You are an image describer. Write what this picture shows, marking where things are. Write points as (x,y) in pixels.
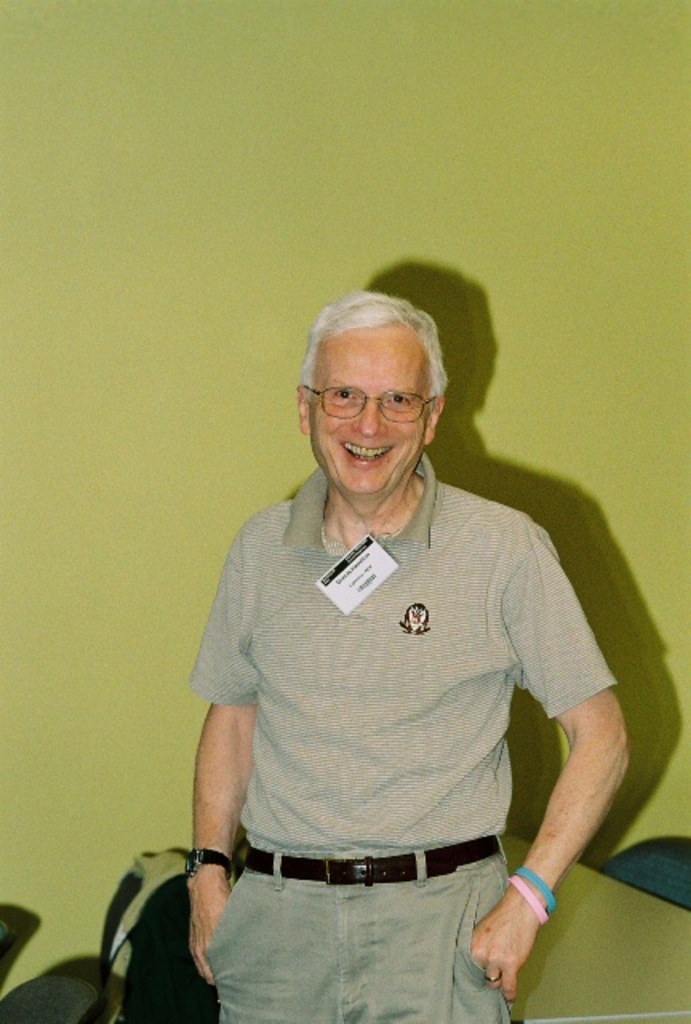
As we can see in the image there is a green color wall (163,215) and man (350,736) standing.
